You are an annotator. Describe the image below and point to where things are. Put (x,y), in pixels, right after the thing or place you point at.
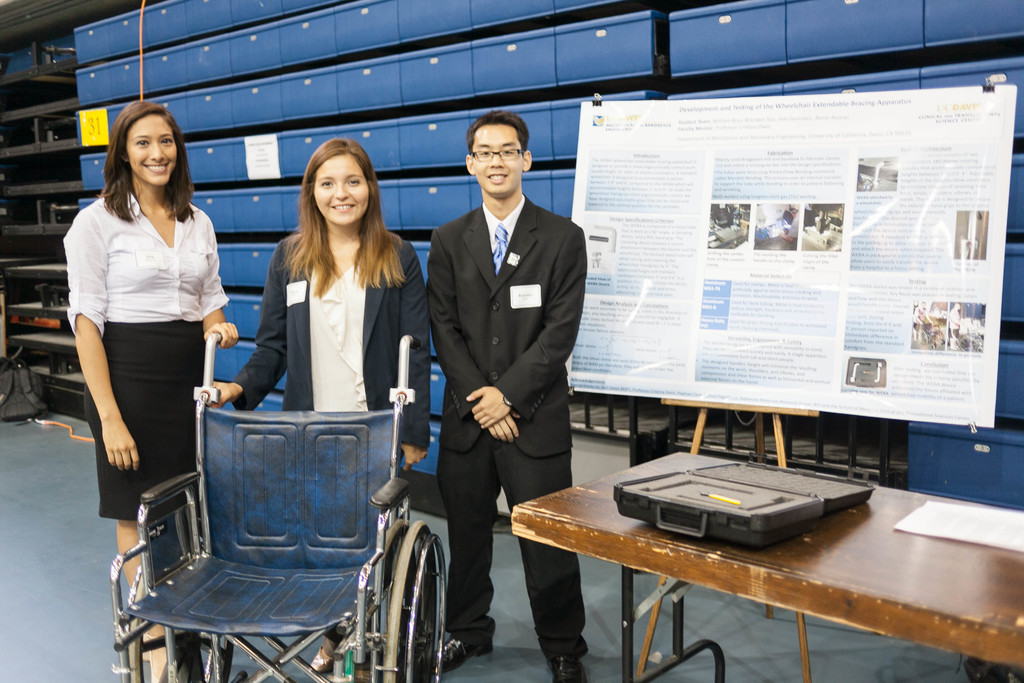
On the background of the picture (630,39) we can see lockers (804,28). This is a board (804,172) and we can see a poster (760,250) with clips (599,105) over here. This is a table (960,584). this is a wheelchair (205,533). Behind to it there are three persons (354,276) standing and holding a smile on their faces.
